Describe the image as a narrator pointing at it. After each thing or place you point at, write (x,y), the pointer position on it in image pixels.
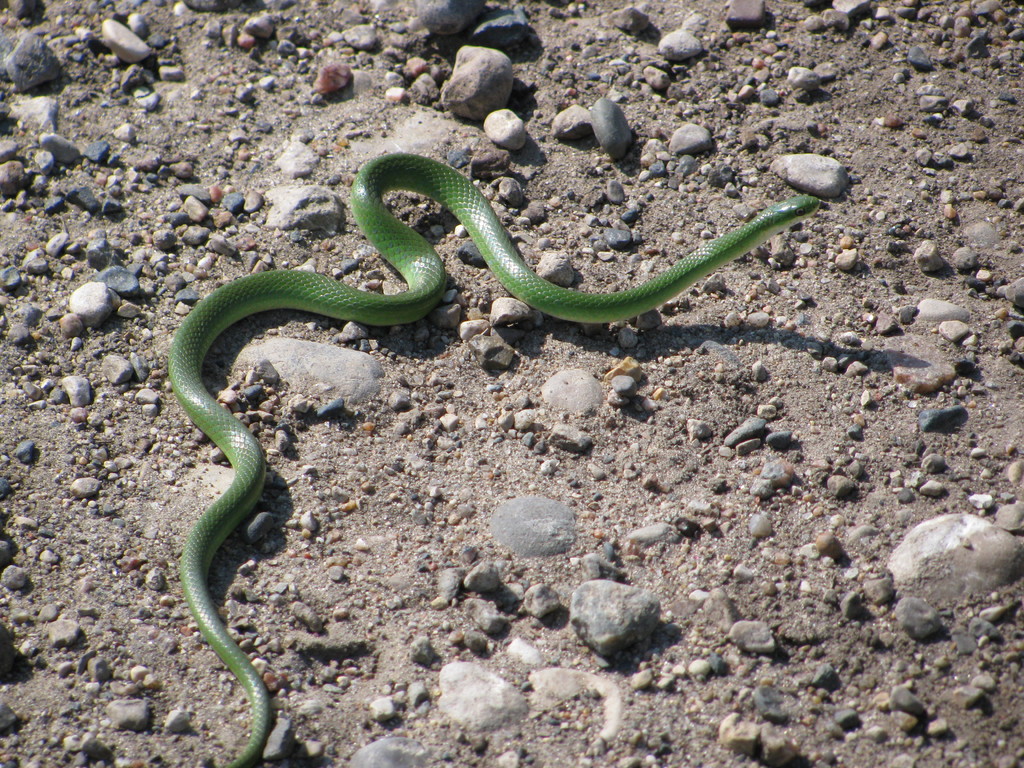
This image is taken outdoors. At the bottom of the image (691,648) there is a ground (670,570) with pebbles (486,628) on it. In the middle of the image (501,264) there is a snake (237,457) and it is green in color.
